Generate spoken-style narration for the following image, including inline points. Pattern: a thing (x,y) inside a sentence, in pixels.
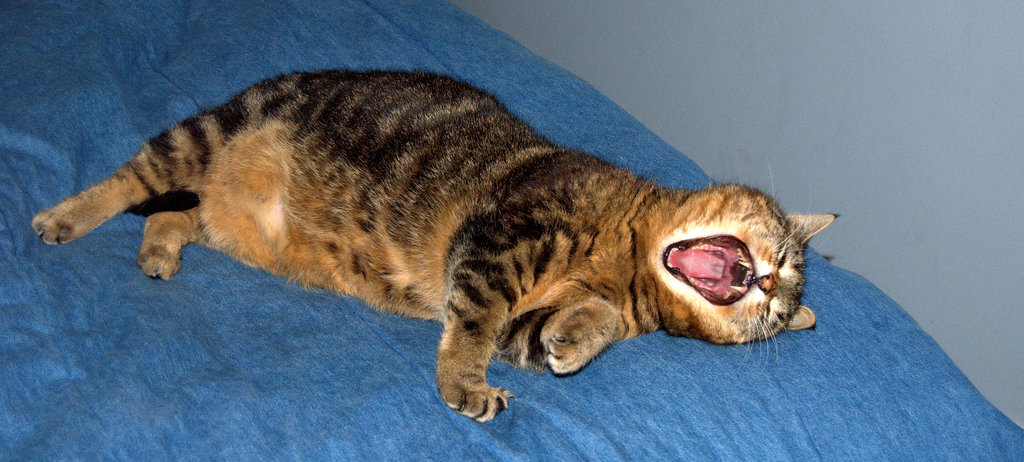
In this picture we can see a cat (497,103) lying on a blue cloth (830,432) and in the background (716,140) we can see the wall (783,130).
